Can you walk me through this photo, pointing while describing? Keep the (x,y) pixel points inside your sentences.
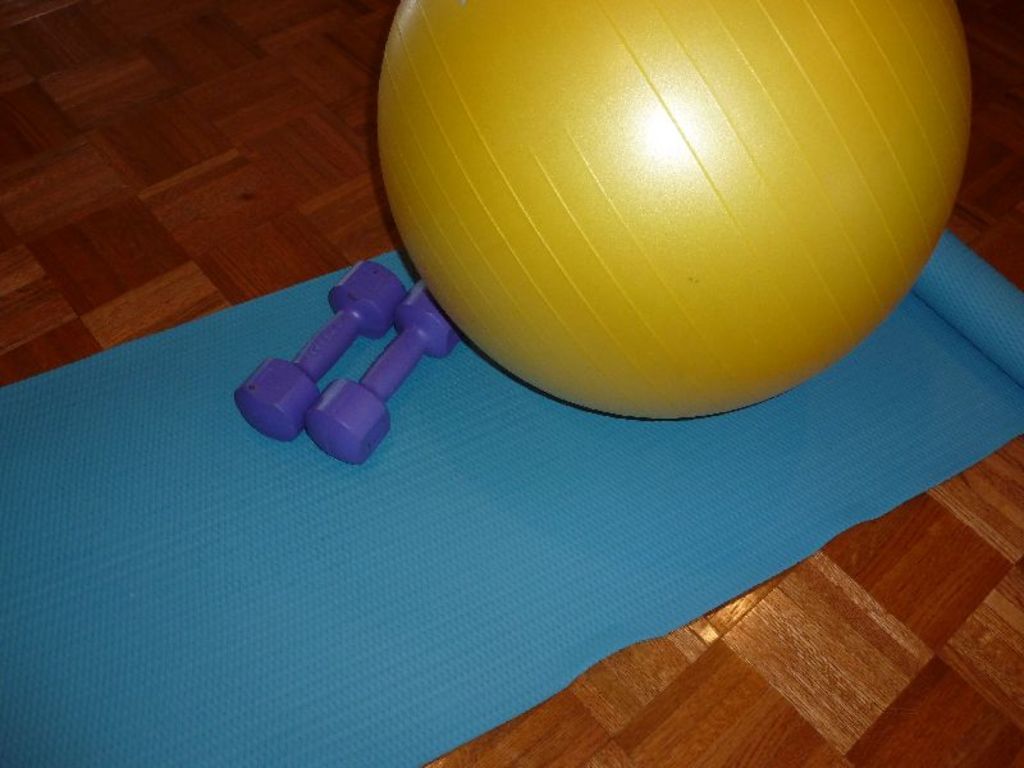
In this image we can see an exercise mat (584,612) on a floor (750,669). Also there is an exercise ball (645,196). Near to that there are dumbbells (329,399).
